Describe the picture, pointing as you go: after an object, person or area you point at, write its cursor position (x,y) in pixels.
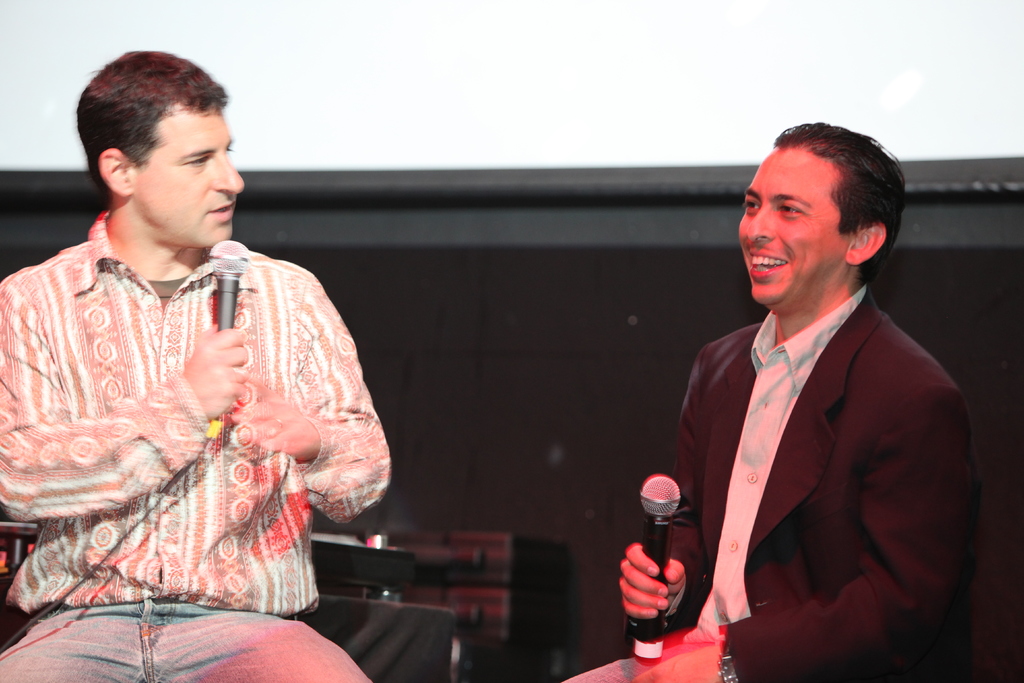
inside the room (521,428) the two persons (181,423) are sitting on the chair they could be talking each other they both are holding the mike (663,548).
